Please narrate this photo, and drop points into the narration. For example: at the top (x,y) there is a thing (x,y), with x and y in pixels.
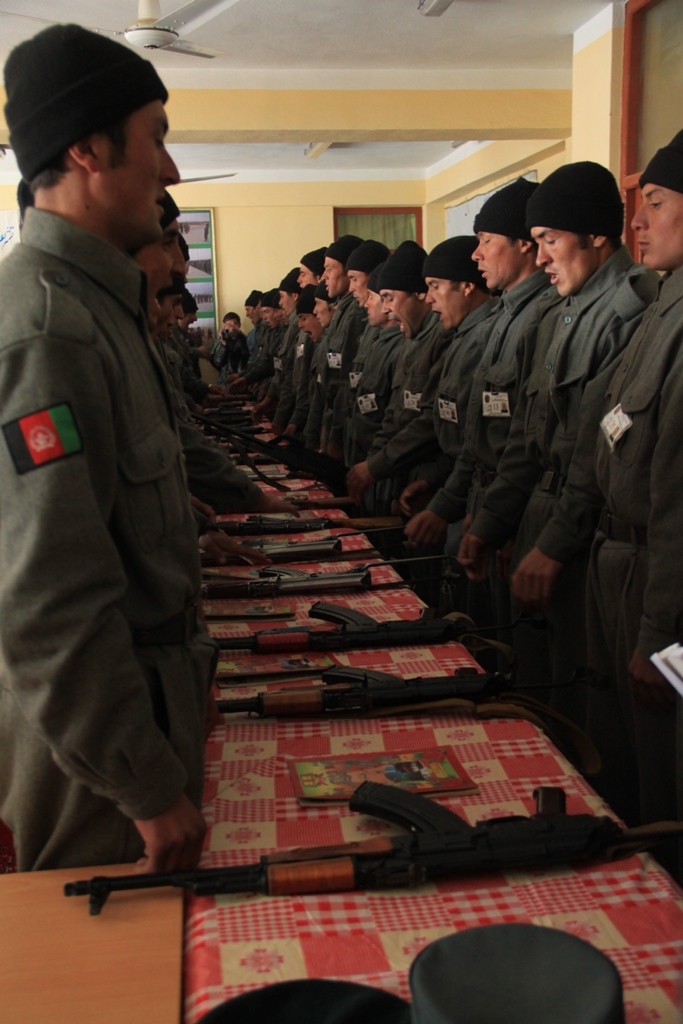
In this image I can see few men (171,381) are wearing uniform (478,413), black color caps (462,241) on the heads (647,185) and standing around the table (340,916). It seems like these people (376,323) are singing a song and everyone are looking at the guns (292,570) which are placed on the table (337,907). This table (348,914) is covered with the red color cloth (499,902). In the background (270,191) there is a wall (291,183) and window (368,233). On the top of the image (153,32) there is a fan (160,25).
